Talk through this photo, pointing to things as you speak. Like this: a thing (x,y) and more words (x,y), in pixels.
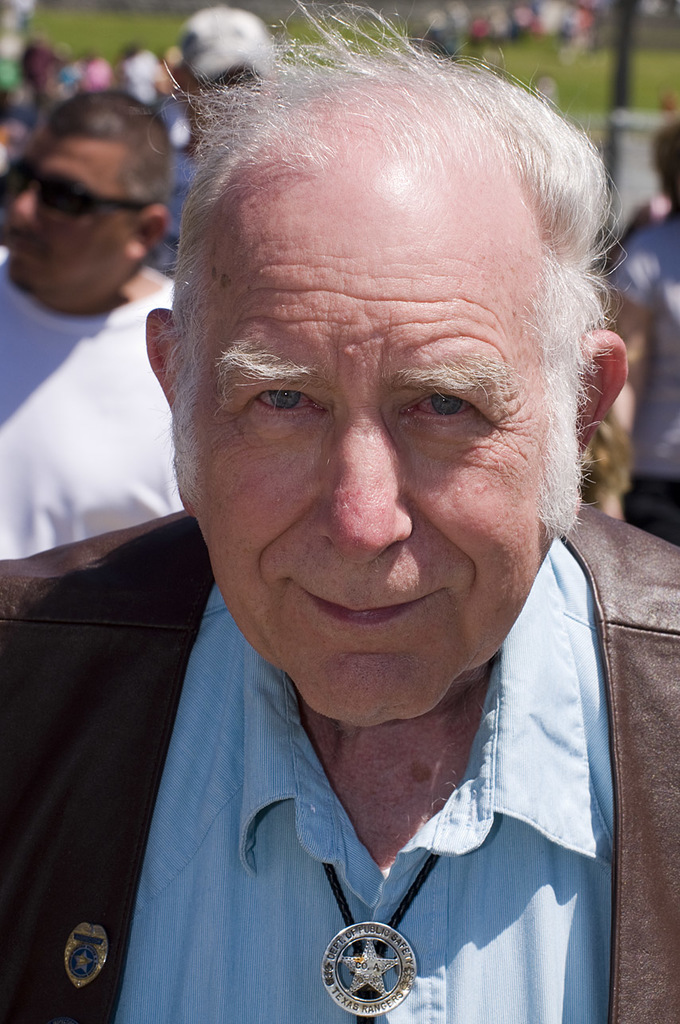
In this image I can see a person (348,698). In the background (108,164), I can see a group of people (184,108) and the grass (564,62).
